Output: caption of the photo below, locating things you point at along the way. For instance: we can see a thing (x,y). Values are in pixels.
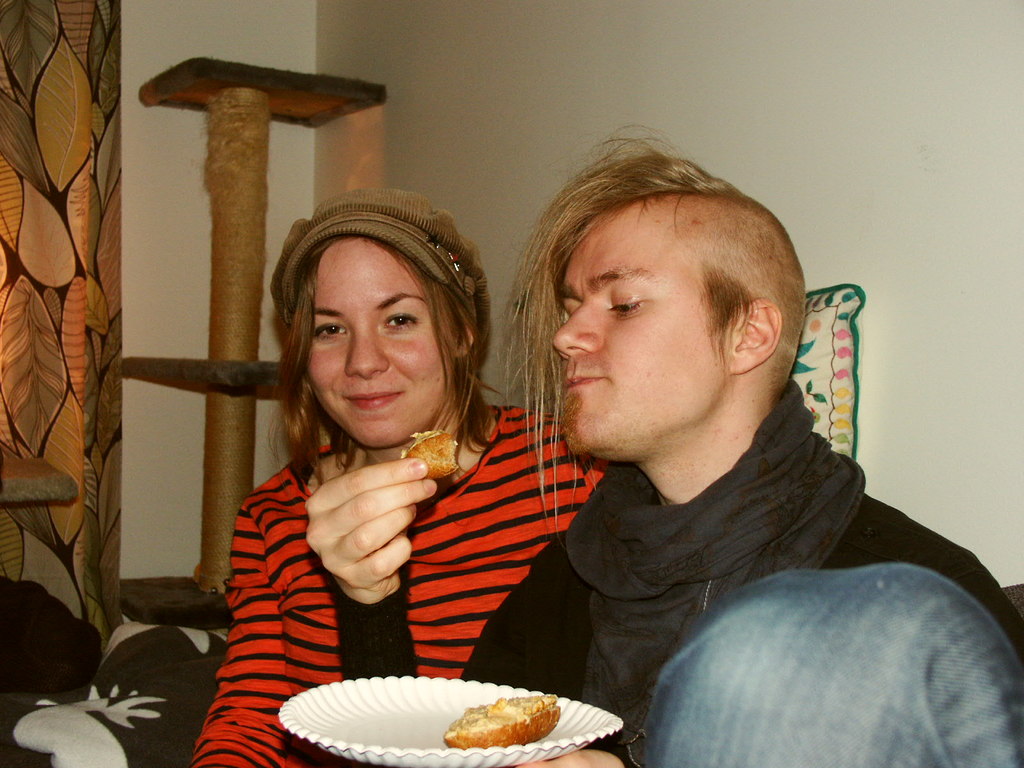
In this image there is a person (286,369) sitting and holding a food item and a plate (332,683), there is another person (605,499) sitting beside him, pillow (170,628), curtain (118,619), clothes (461,565), wall (871,62).
